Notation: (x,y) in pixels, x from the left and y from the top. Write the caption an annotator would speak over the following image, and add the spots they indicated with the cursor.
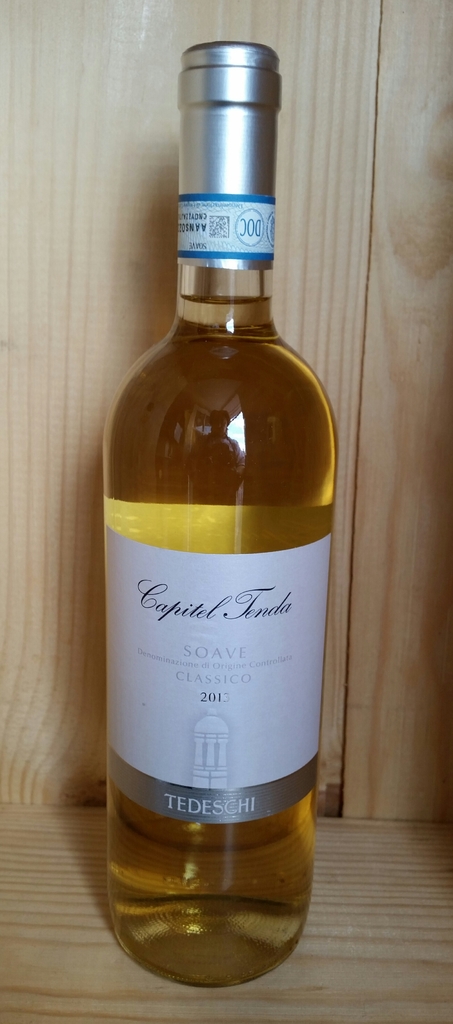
In this image there is a wine bottle (141,666) with a silver color cap (225,97). On which a white color sticker (128,695) is kept. And in the background (243,17) there is a wood (356,962).
